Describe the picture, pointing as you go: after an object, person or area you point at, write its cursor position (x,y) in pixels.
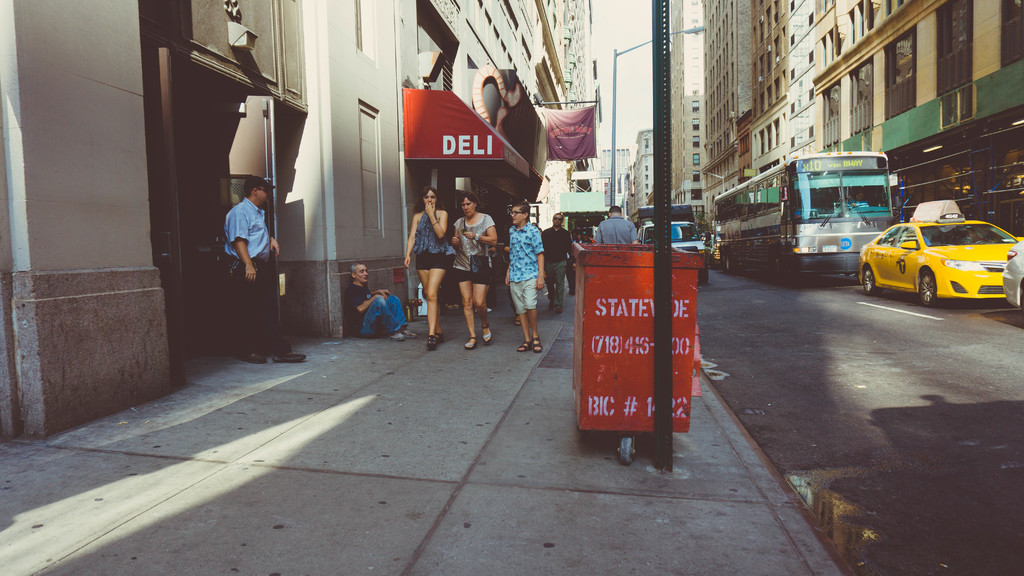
In this picture we can some text (634,339) on a red object (652,323). We can see a few people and a pole (668,458) on the path (674,439). There are vehicles (965,227) and the water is visible on the road (992,366). We can see a street light (645,42). There are a few buildings (681,130) visible in the background (759,109).
